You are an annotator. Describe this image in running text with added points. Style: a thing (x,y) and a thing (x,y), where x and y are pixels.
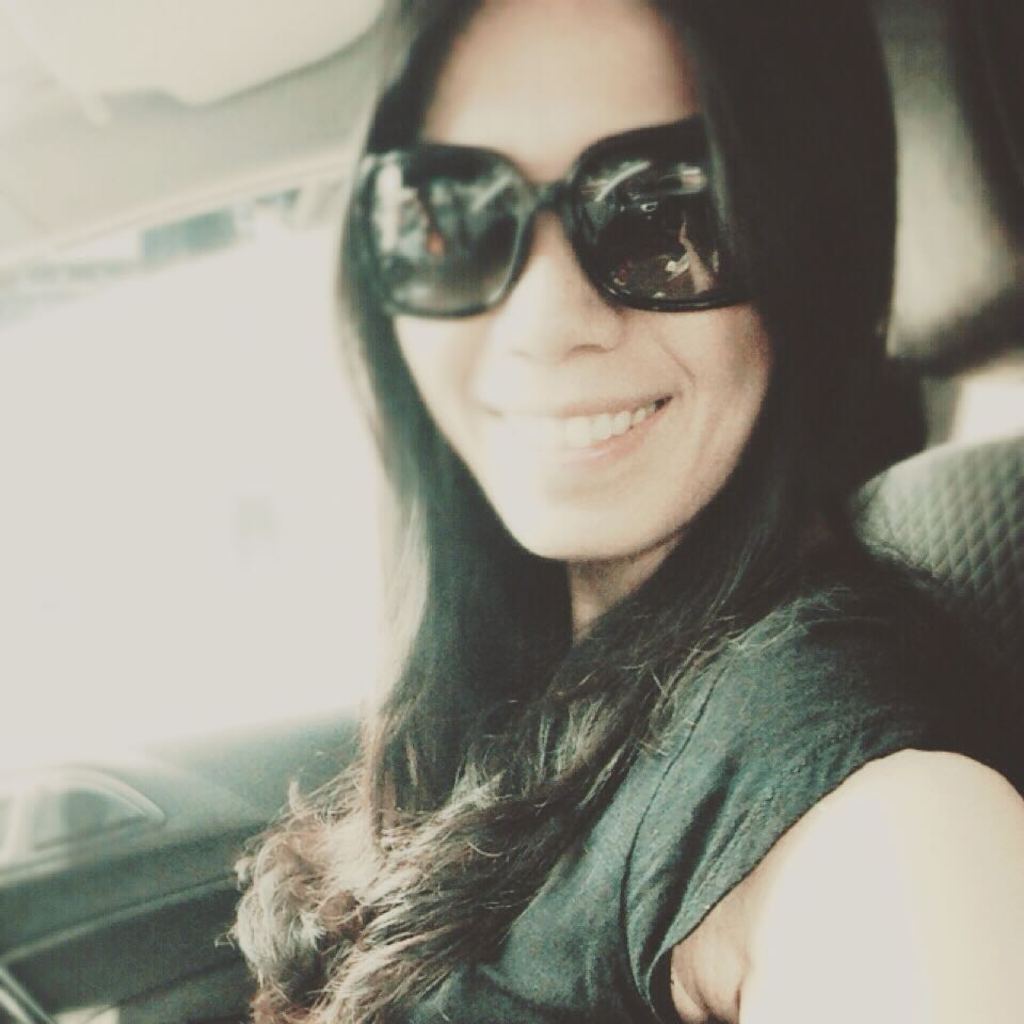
In this picture we can see a woman (391,822) with the goggles (435,261) and she is smiling. It looks like, she is sitting in a vehicle (107,931).
